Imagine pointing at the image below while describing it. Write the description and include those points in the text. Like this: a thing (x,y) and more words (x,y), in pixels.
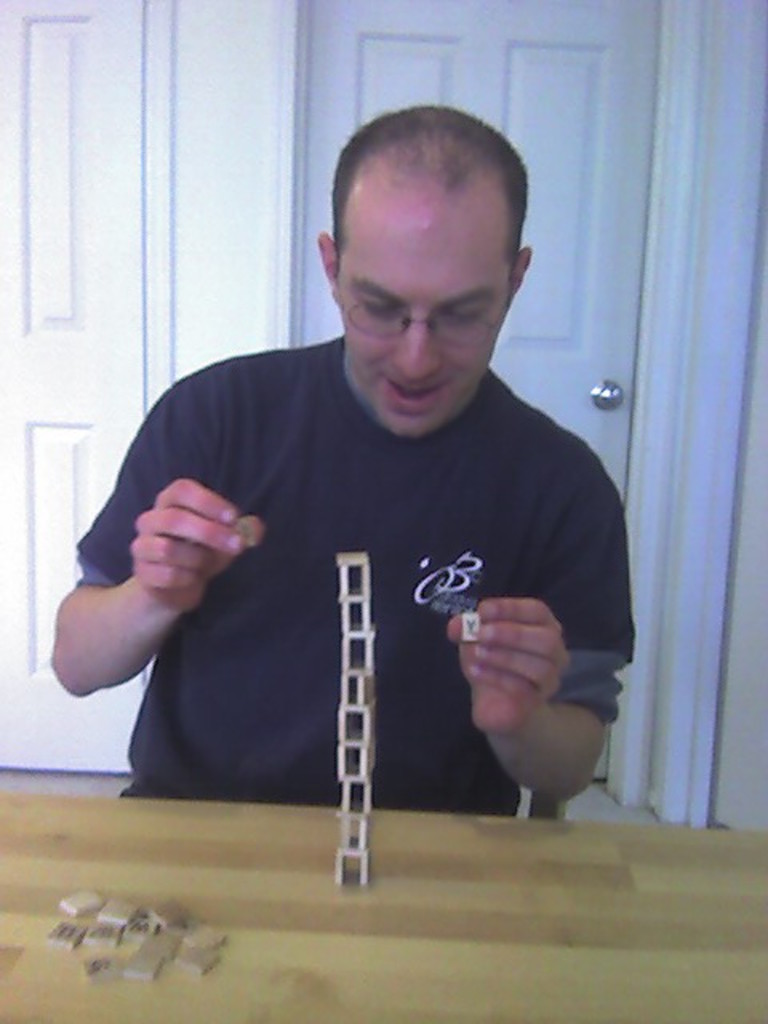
There is a man (553,472) in the image. He is arranging the alphabet wooden blocks (362,685) one on the other on a table (485,833). He is wearing a black T-shirt (509,585) and there is logo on it and spectacles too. In the background (593,311) there is a white door (523,308) which is closed.
